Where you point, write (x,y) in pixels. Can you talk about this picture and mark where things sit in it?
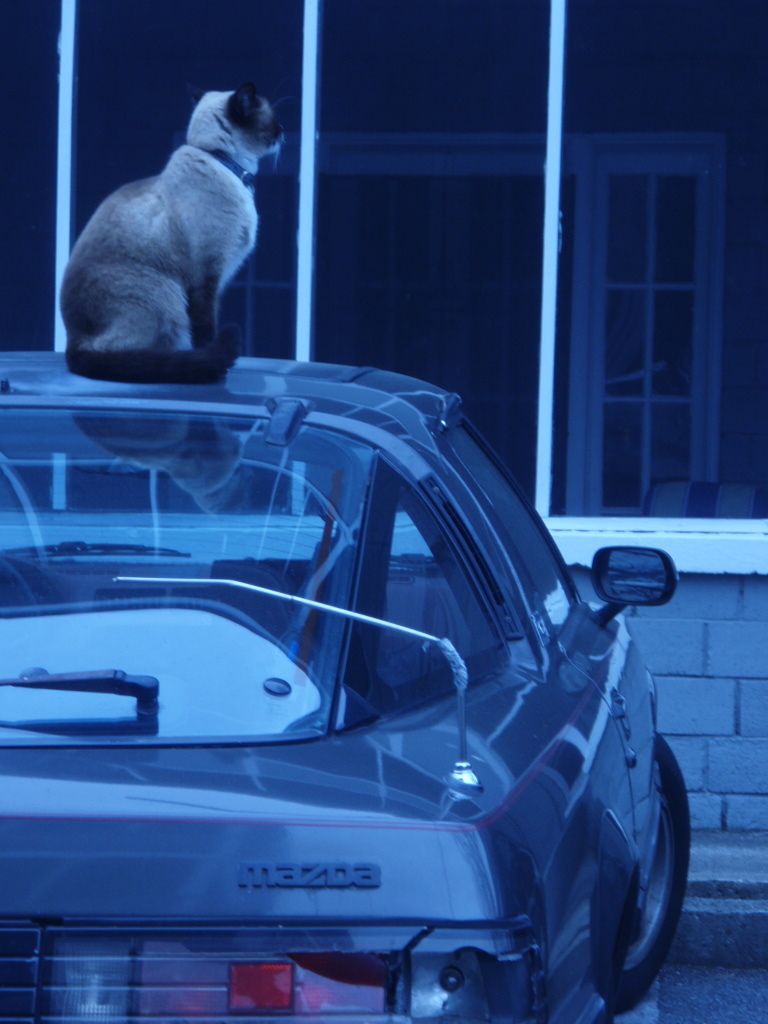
In this image there is a car (168,624) truncated towards the left of the image (242,459), there is a cat (175,280) on the car (279,566), there are windows (586,174) truncated towards the top of the image (433,38), there is a wall (714,671) truncated towards the right of the image (693,655), there is a road (700,995) truncated towards the right of the image (707,993).
